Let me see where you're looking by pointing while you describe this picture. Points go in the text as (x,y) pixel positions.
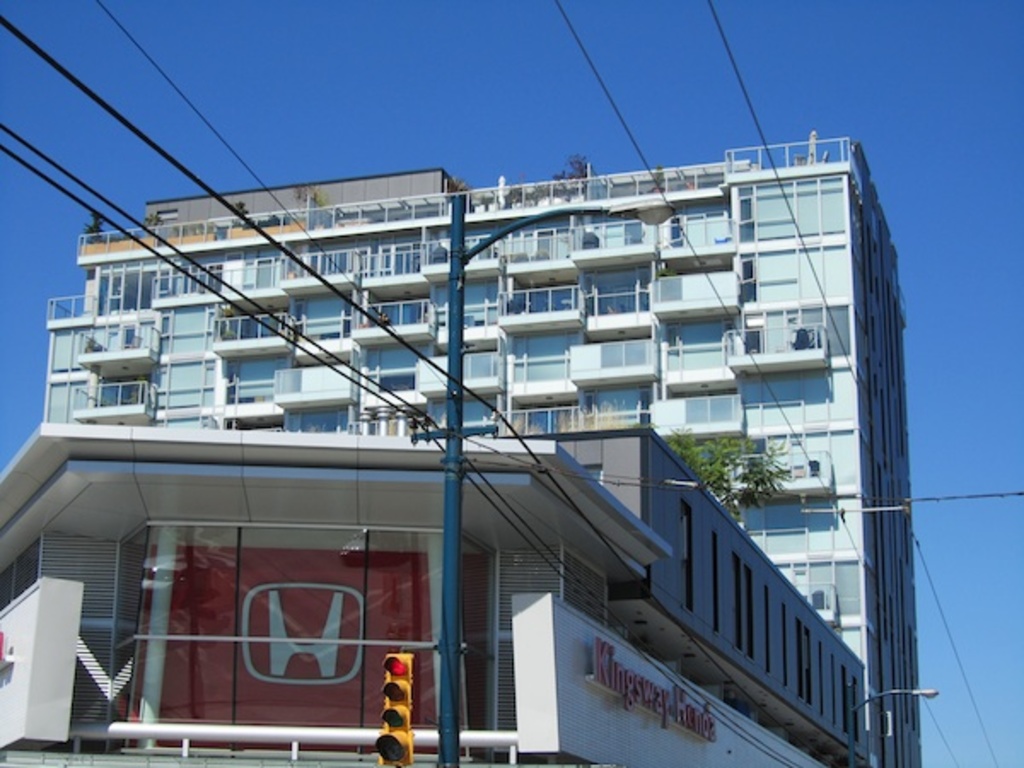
In this image we can see a building (629,407) with windows (634,394). We can also see traffic light (400,745), board (213,588), pole (454,689) with wires (559,487), plant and the sky (405,117).
